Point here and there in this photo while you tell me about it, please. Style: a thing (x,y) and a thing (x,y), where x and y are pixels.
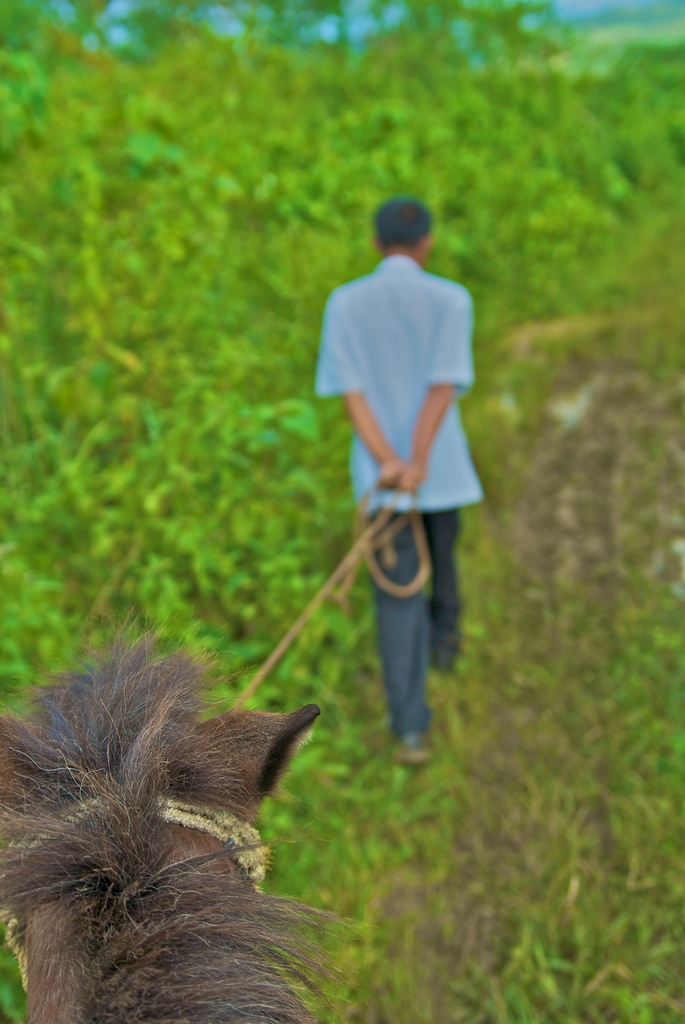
In the middle of the image (396,462) we can see a man (401,459), he is holding an animal (192,704) with the help of rope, beside him we can see trees (467,157).
